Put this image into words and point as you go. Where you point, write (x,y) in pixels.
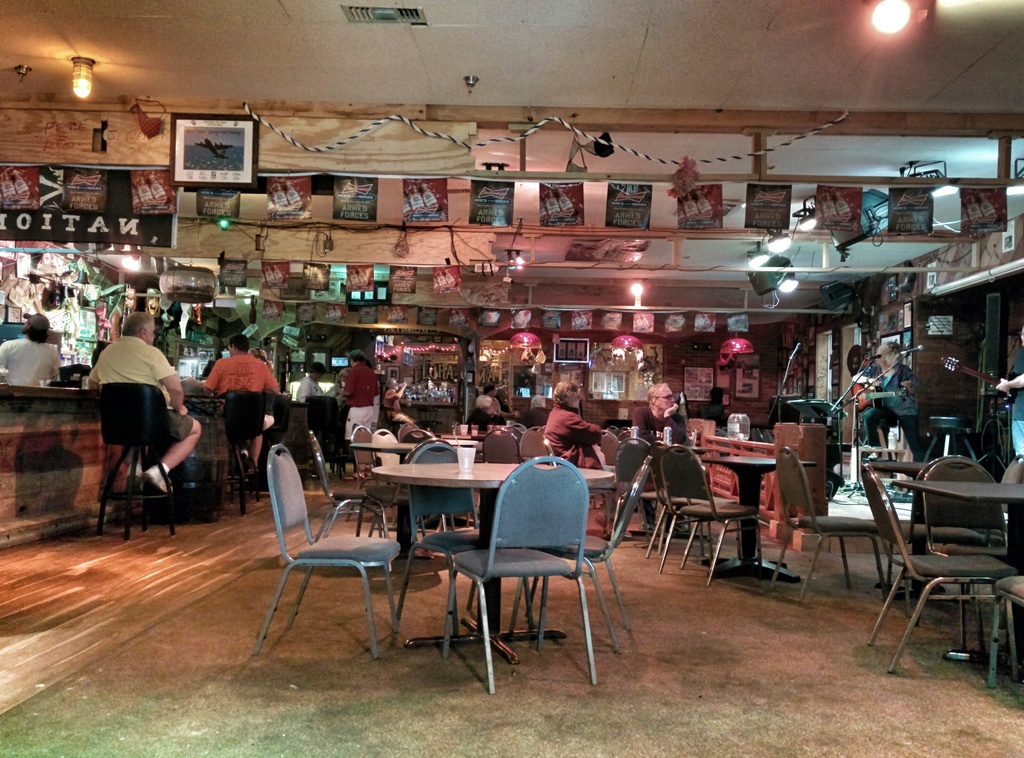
There are few people (366,401) here sitting and standing. There are chairs (551,515), tables (417,481) on the floor (655,635). On the wall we can see posters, frames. On the roof (101,76) there are lights (89,80). On the right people (871,421) are sitting and playing musical instruments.
